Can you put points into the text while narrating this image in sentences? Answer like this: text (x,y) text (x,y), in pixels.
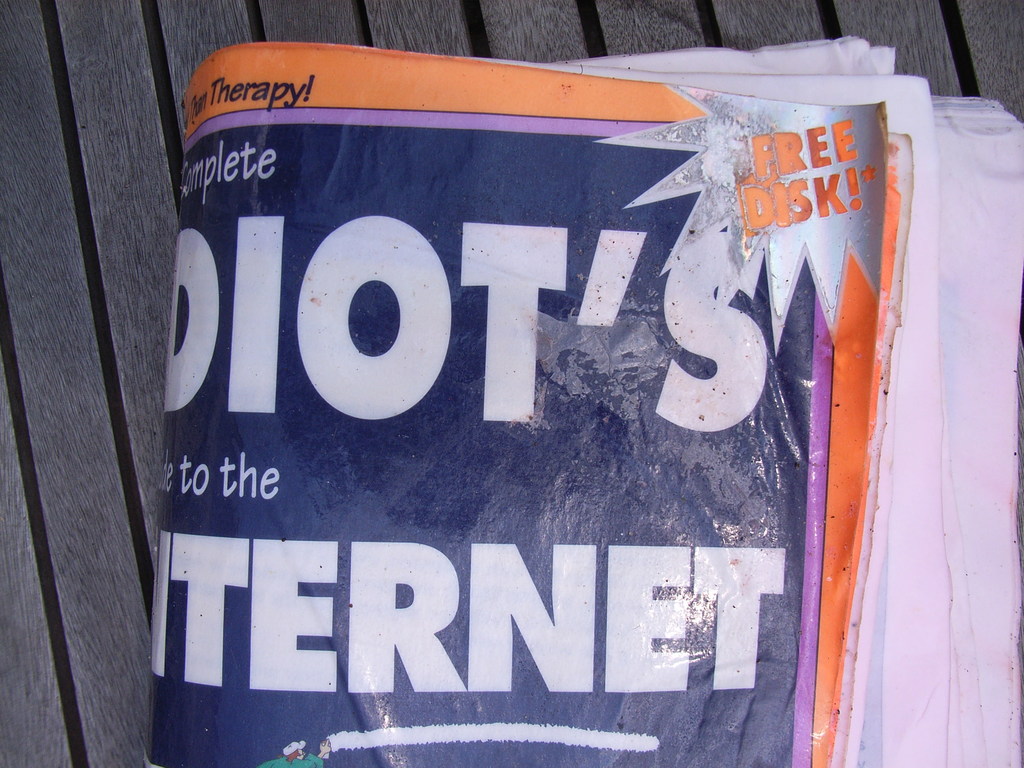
In this image, we can see a book (296,298) on the wooden surface (29,633).
